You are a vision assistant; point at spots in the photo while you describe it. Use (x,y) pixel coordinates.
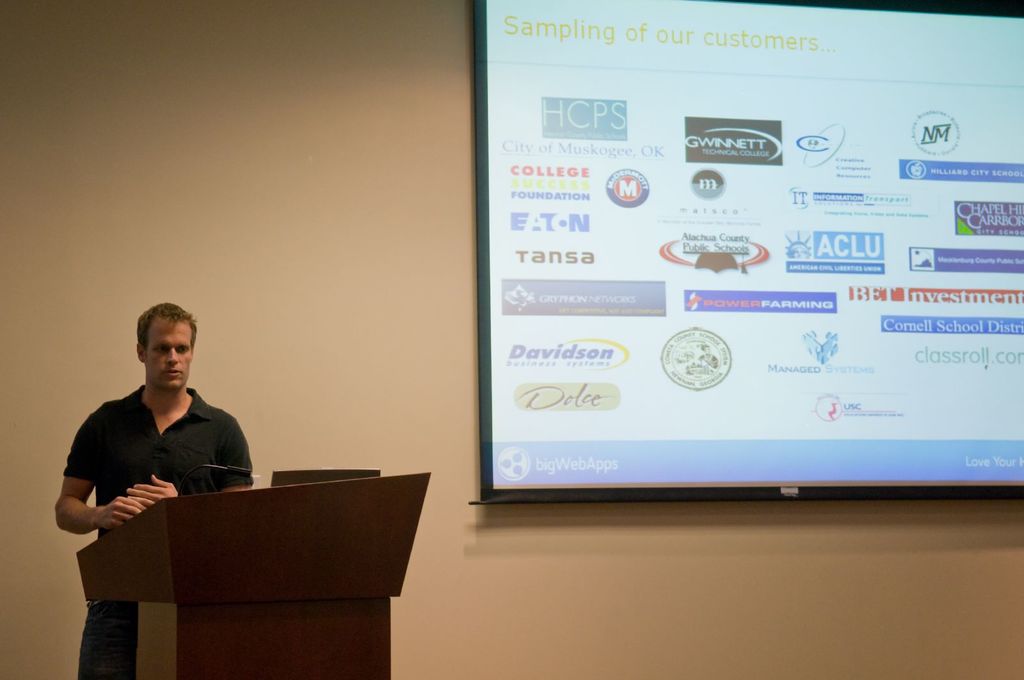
On the left side of the image (171,488) we can see a man (223,432) standing, before him there is a podium (347,533). In the background (473,388) there is a screen (507,445) and a wall (406,468).
